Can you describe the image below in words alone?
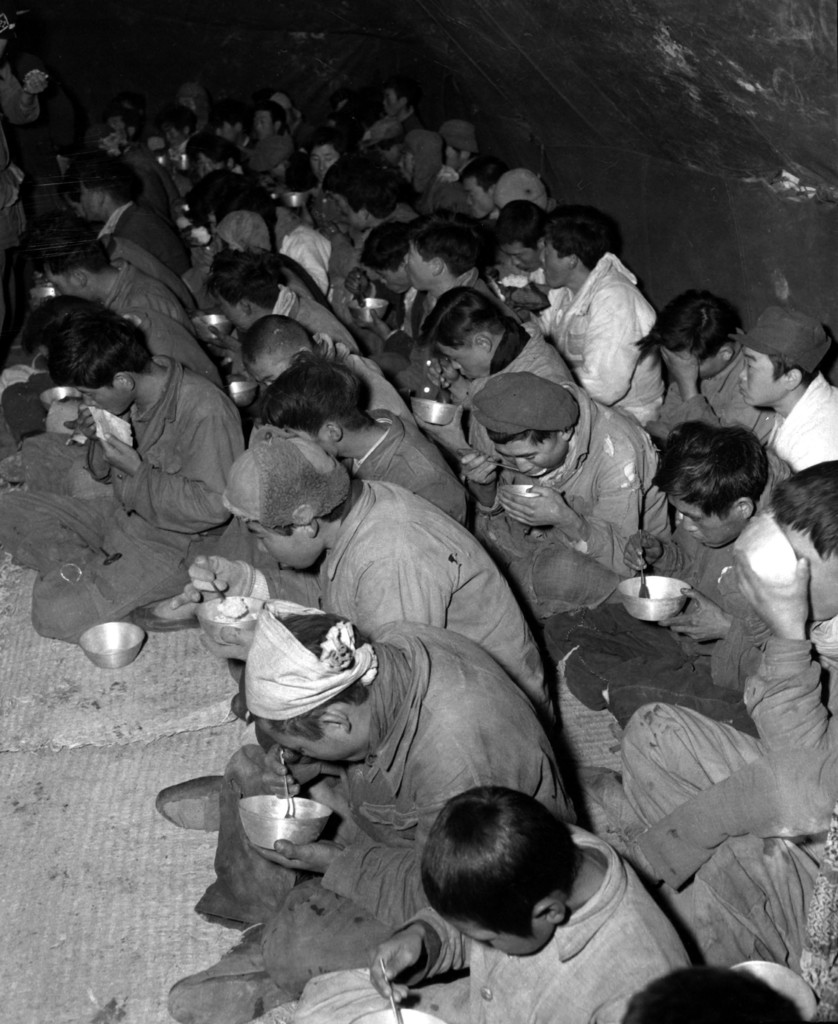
In this picture we can see a group of people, some people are holding bowls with spoons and in the background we can see a wall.
